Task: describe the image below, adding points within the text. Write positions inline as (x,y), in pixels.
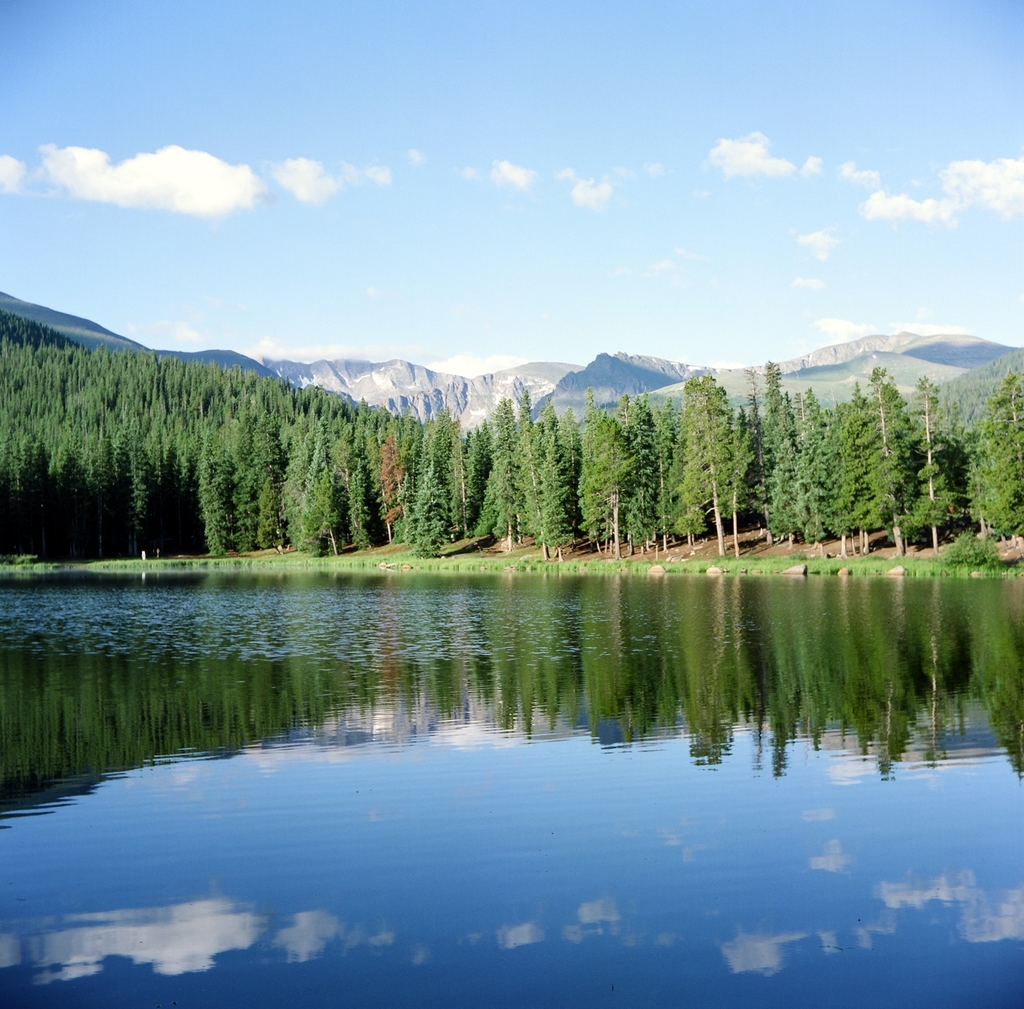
In this image I can see the water (573,731), the ground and few trees (714,497) which are green and brown in color. In the background (869,366) I can see few mountains (610,375) and the sky (501,204).
